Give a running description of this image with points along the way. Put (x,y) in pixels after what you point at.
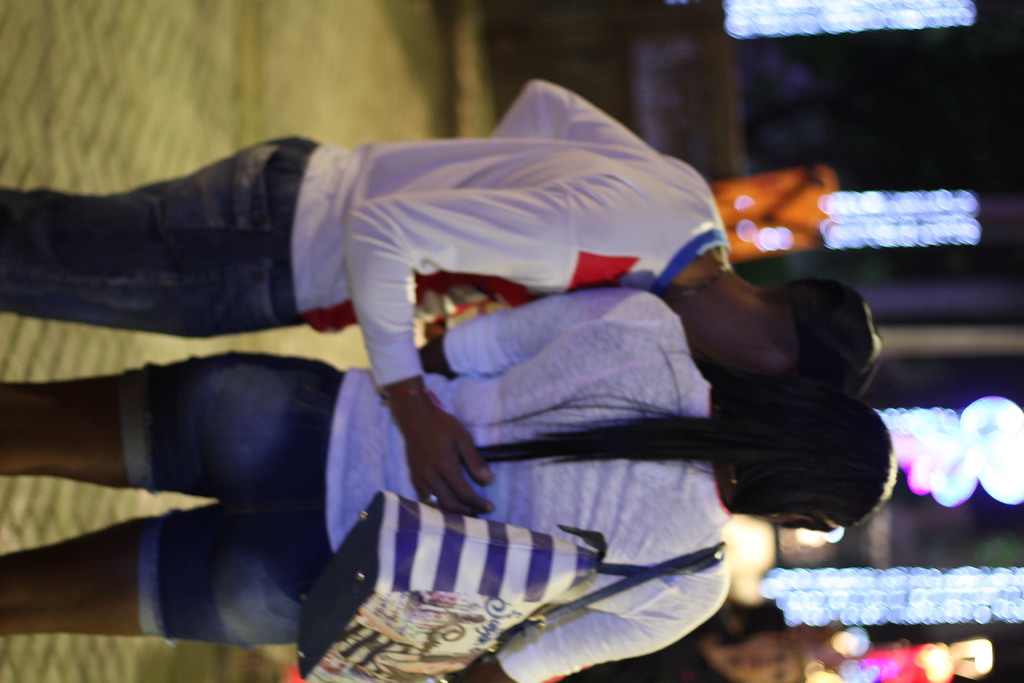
In front of the picture, we see a man (558,214) and a woman (569,360) are standing. She is wearing a handbag (562,592). On the right side (792,80), we see the buildings (877,382) and the lights (910,433). On the left side (103,123), we see the road (94,90). This picture is blurred on the right side (873,513). This picture is clicked in the dark.
